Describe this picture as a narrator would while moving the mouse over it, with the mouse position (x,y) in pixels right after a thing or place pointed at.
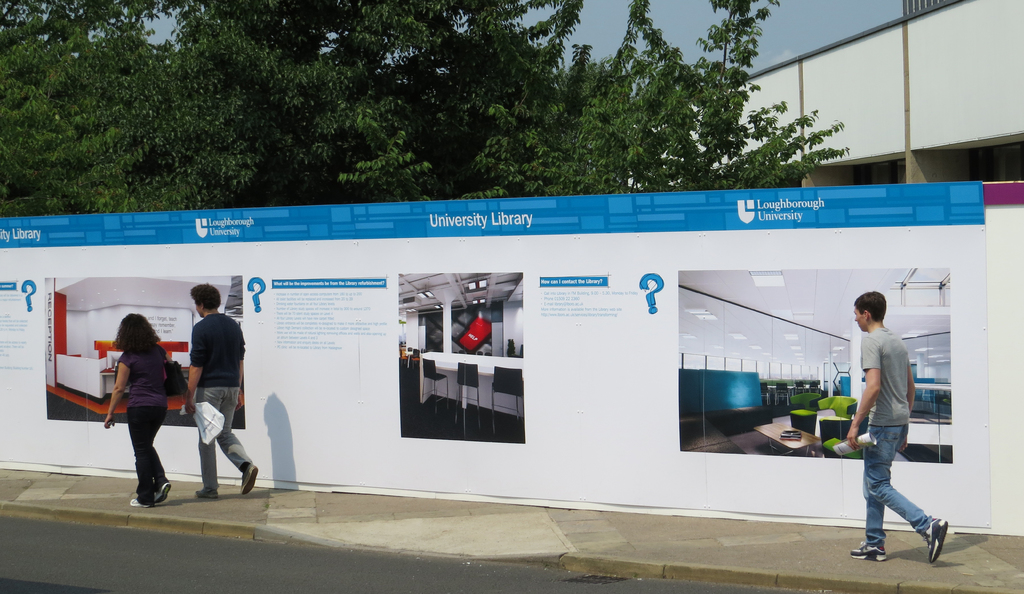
In this image I can see the road (168,554), few persons (231,443) walking on the sidewalk (308,508) and a huge banner (570,346) which is white and blue in color. In the background (534,118) I can see few trees (354,83) which are green in color, a building (833,95) and the sky (792,8).
